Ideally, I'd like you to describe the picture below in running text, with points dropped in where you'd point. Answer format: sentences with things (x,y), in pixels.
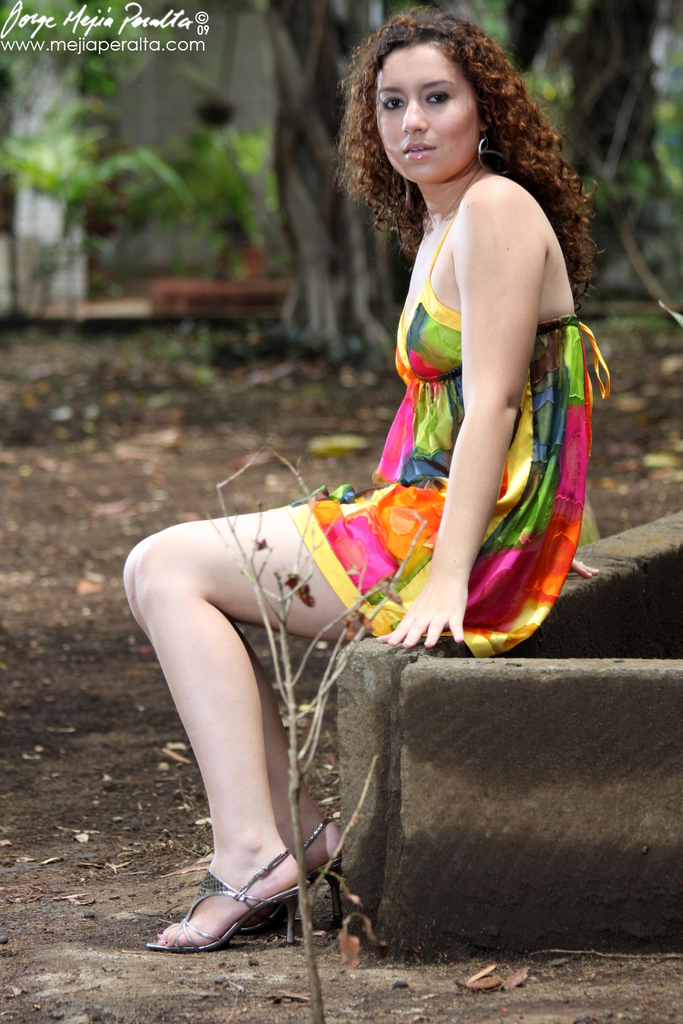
In this image we can see a girl (403,475) is sitting on a platform (576,742) on the ground (139,996). In the background (207,197) we can see trees (656,21), plants (80,56) and leaves (256,459) on the ground (18,653) and there is a wall (229,35).
